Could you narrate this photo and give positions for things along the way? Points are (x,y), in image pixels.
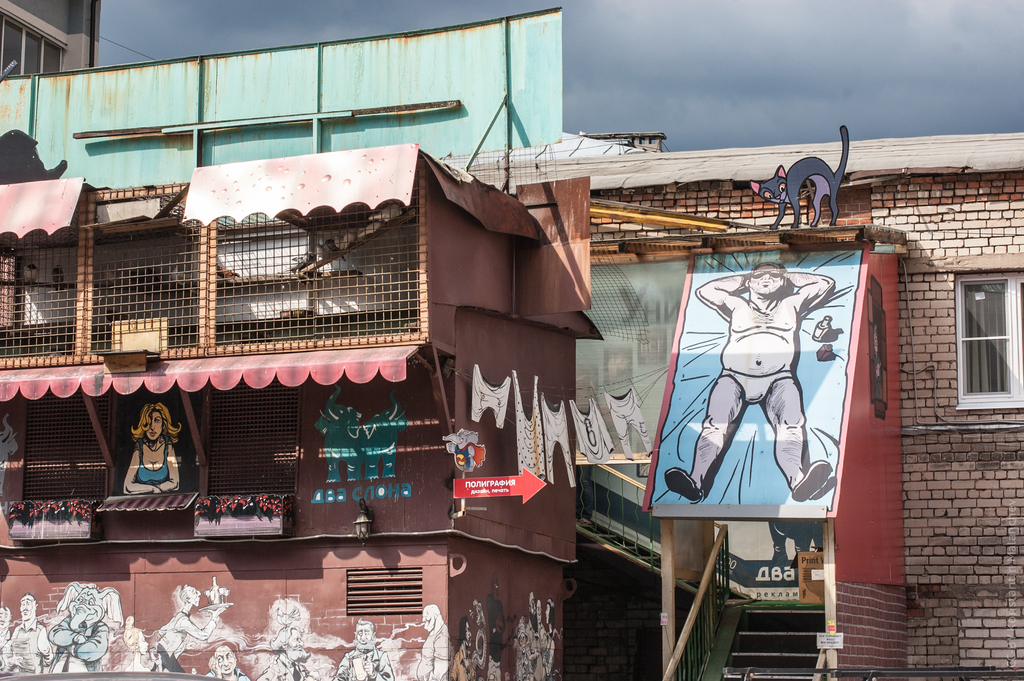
In this picture we can see few paintings (242,625) on the wall (396,636), and we can find few metal rods (190,320), hoarding (516,116) and few houses (366,176).
